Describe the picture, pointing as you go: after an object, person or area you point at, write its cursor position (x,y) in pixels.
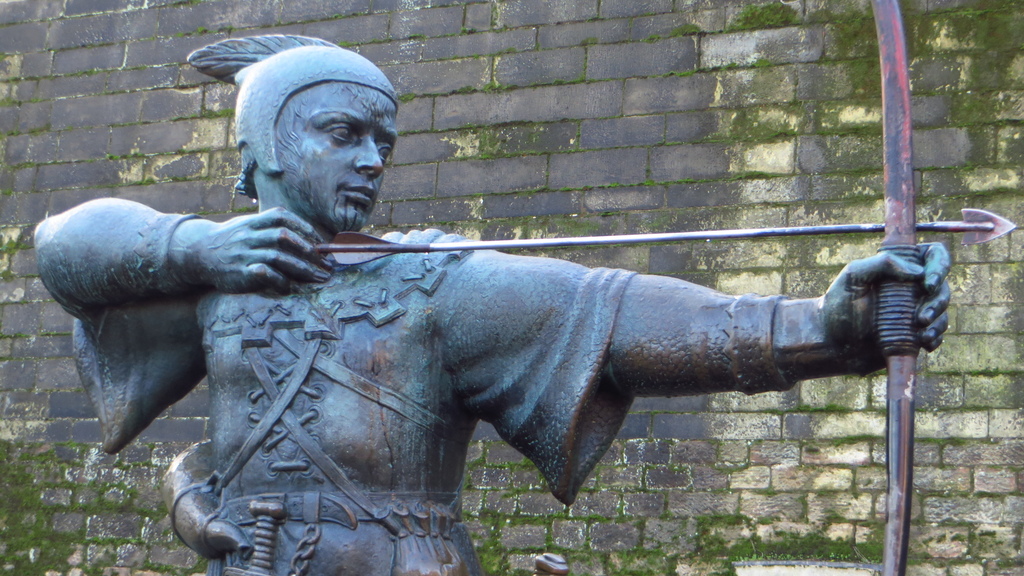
In this image there is a sculpture (519,345) of a man (388,350) towards the bottom of the image (406,439), he is holding a bow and an arrow (938,227), at the background of the image (563,226) there is a wall (762,524).
